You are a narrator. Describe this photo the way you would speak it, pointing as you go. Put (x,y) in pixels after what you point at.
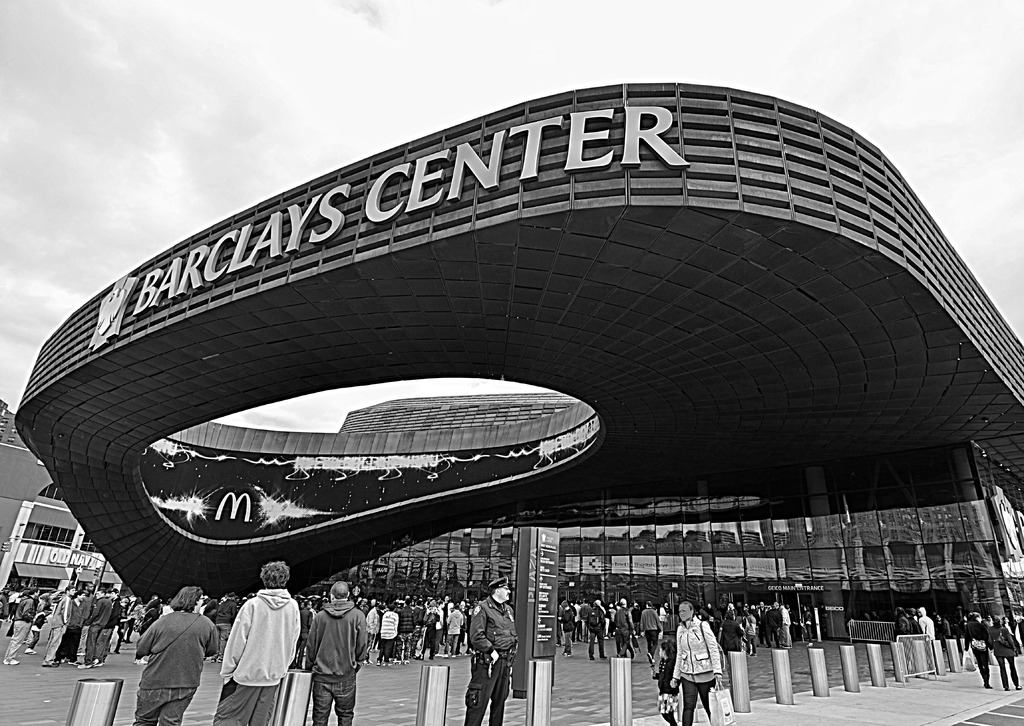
It looks like a black and white picture. We can see a group of people (257,623) standing and some people (699,664) are walking on the path (608,639) Behind the people (245,653) there are buildings (420,337) and the sky (171,73).
